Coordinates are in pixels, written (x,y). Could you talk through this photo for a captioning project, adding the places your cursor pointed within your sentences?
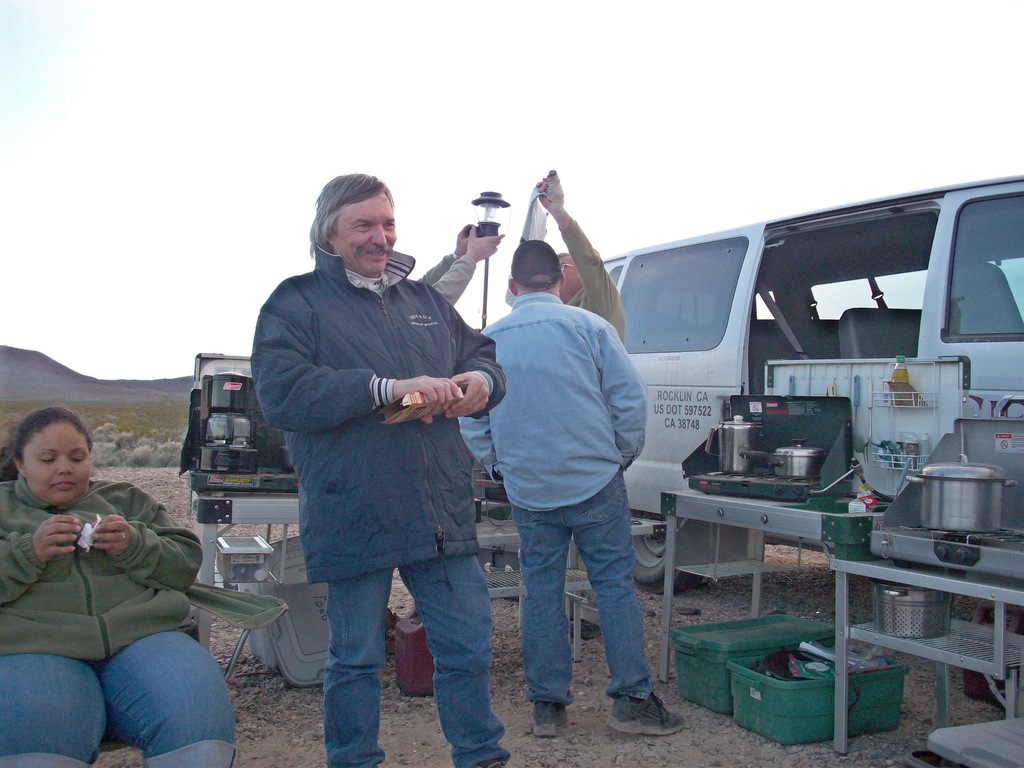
In this image we can see some persons (486,462), utensils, vehicle (647,267), lamp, chair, tables (712,507) and other objects (874,686). In the background of the image (44,356) there are mountains (1,369), grass (145,412), rocks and other objects (210,389). At the top of the image (590,138) there is the sky (224,73).
